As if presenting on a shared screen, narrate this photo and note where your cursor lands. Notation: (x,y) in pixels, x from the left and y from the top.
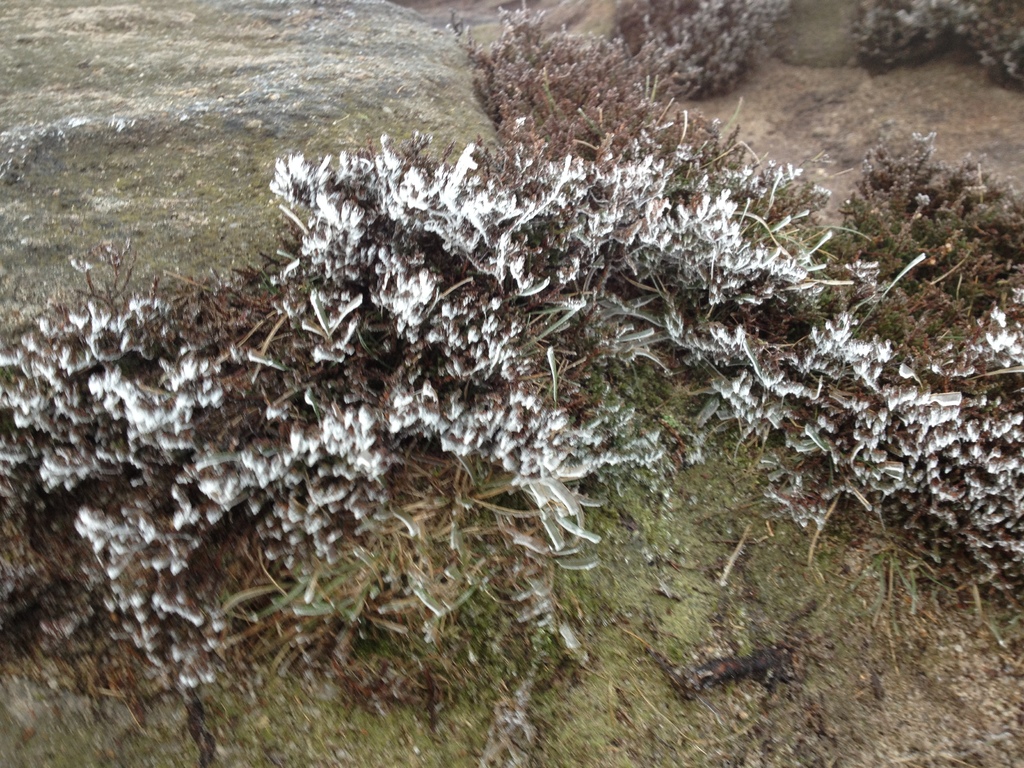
In this image I can see bushes (357,294) and here I can see white colour things (485,424) on it.
